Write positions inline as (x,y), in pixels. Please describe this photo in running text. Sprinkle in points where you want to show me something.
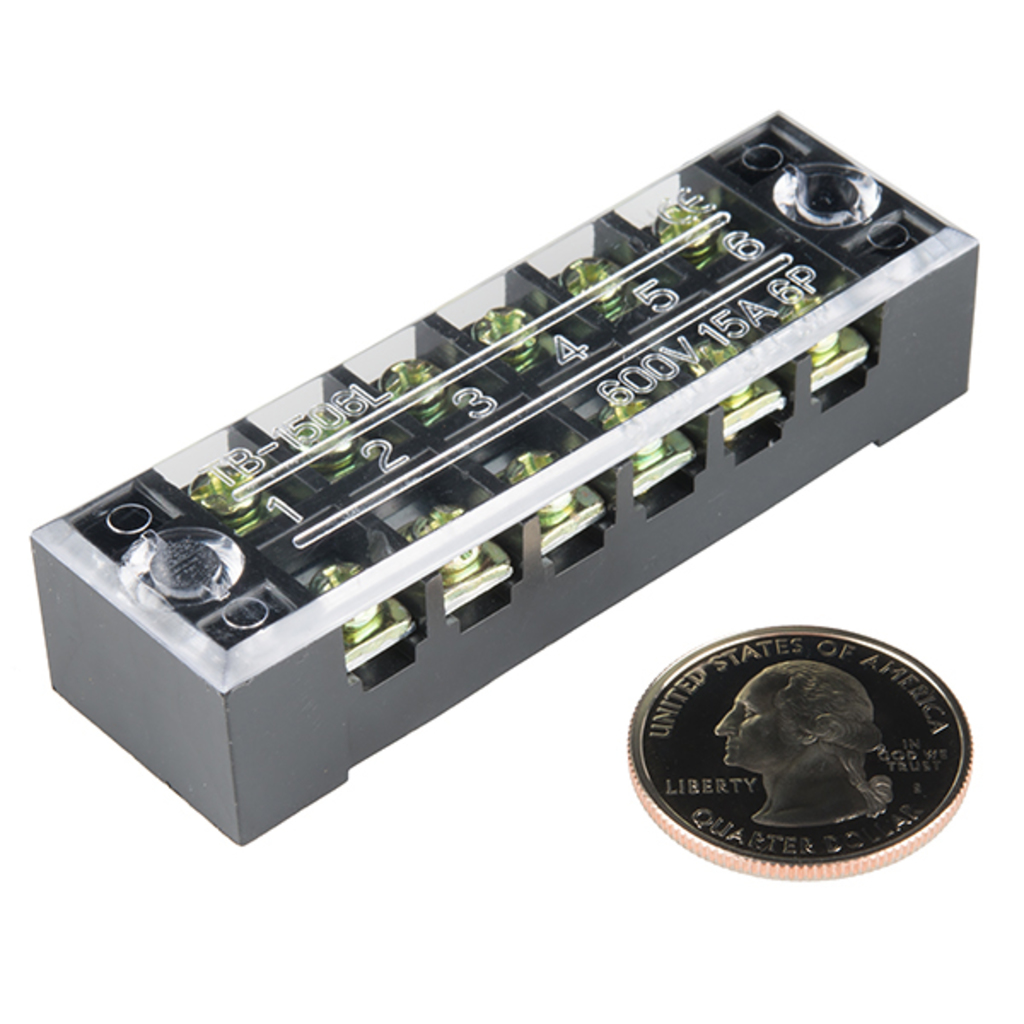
In this image we can see 6 way terminal block (670,216) and a coin (697,812). In the background (517,939) the image is white in color.
